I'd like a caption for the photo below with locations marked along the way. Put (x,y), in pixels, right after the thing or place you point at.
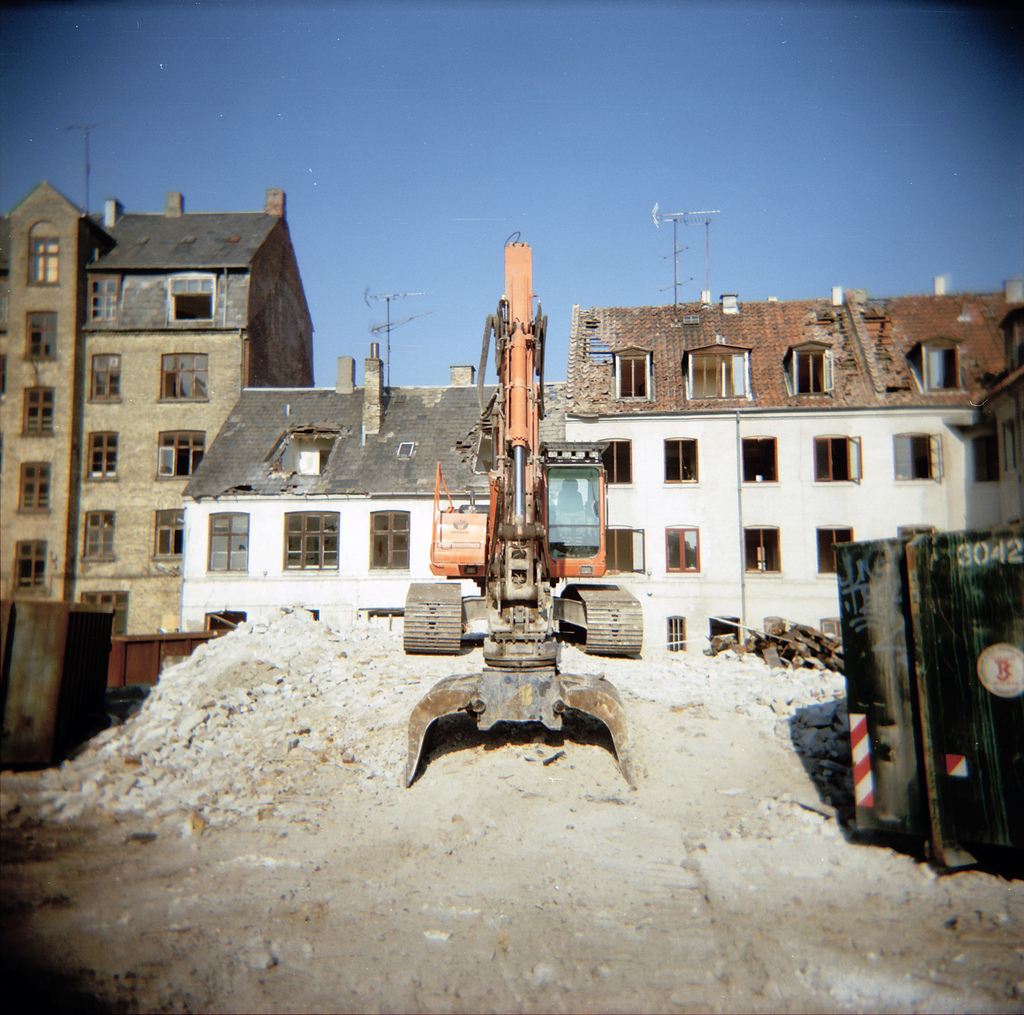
In this picture there are buildings (477,386). In the foreground (596,700) there is a vehicle (508,252) and there are metal walls (61,660). At the top (579,170) there is sky (449,124). At the bottom (585,938) there is mud (400,757).
